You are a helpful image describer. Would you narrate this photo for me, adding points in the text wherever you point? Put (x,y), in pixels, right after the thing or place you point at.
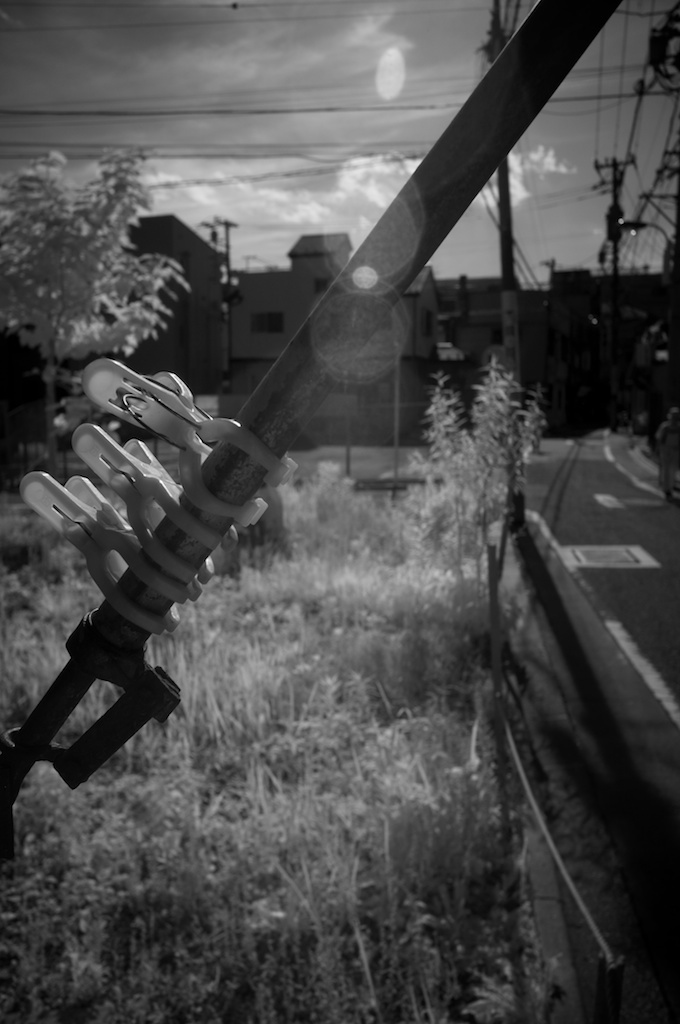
In the front of the image (543,59) I can see rod (450,190) and clips (193,436). In the background of the image (584,516) there are current poles (614,285), tree (98,300), grass (311,728), road (603,571), buildings (595,337) and sky (255,118).
